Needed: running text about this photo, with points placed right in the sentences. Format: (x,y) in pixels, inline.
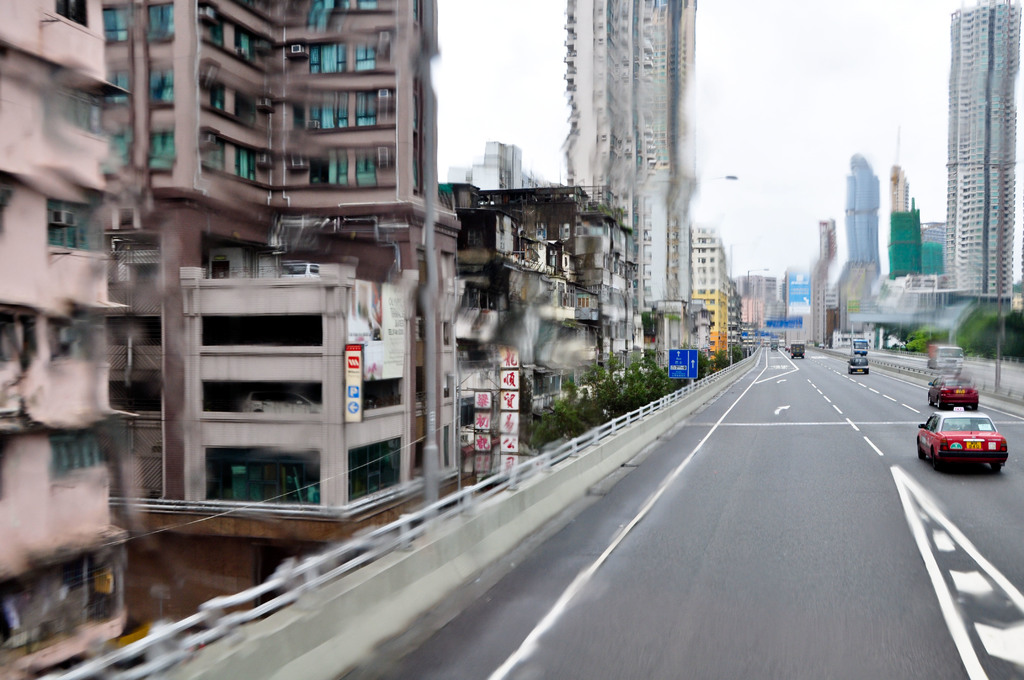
In this image I can see on the right side (936,435) few vehicles (964,442) are moving on the road (1018,475). There are trees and buildings (702,280) on either side of this image. At the top (800,49) it is the sky (816,54).
